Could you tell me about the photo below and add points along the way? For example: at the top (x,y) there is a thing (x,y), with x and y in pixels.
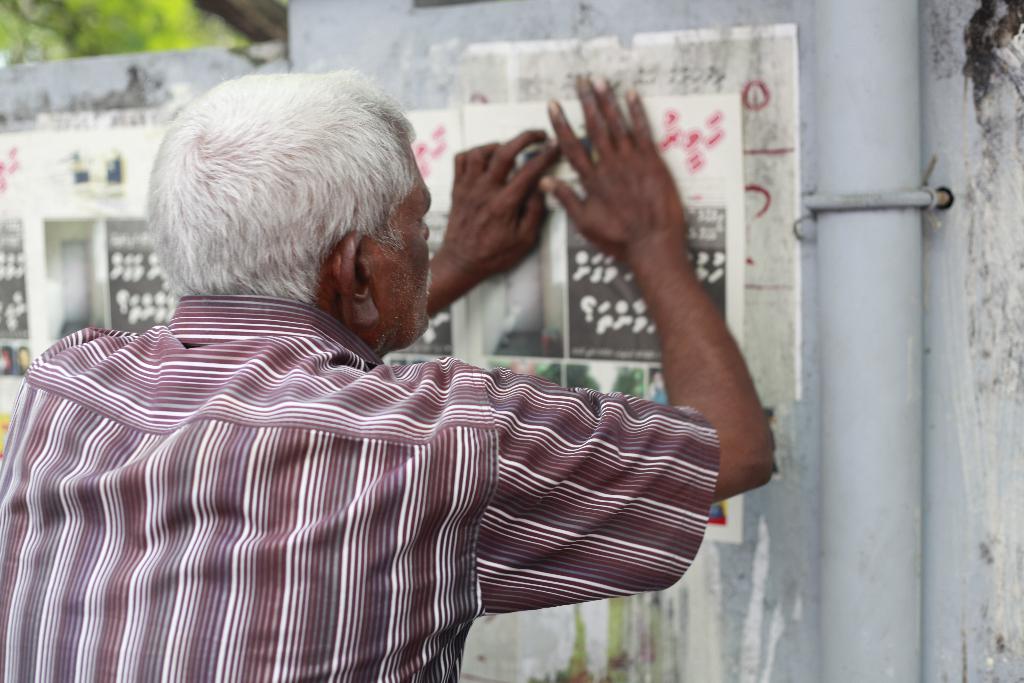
The old man (374,392) in front of the picture is sticking posters (632,285) on the white wall (511,11). Beside him, we see a pipe (852,344). In the left top of the picture (145,42), we see trees (149,19) and it is blurred.
